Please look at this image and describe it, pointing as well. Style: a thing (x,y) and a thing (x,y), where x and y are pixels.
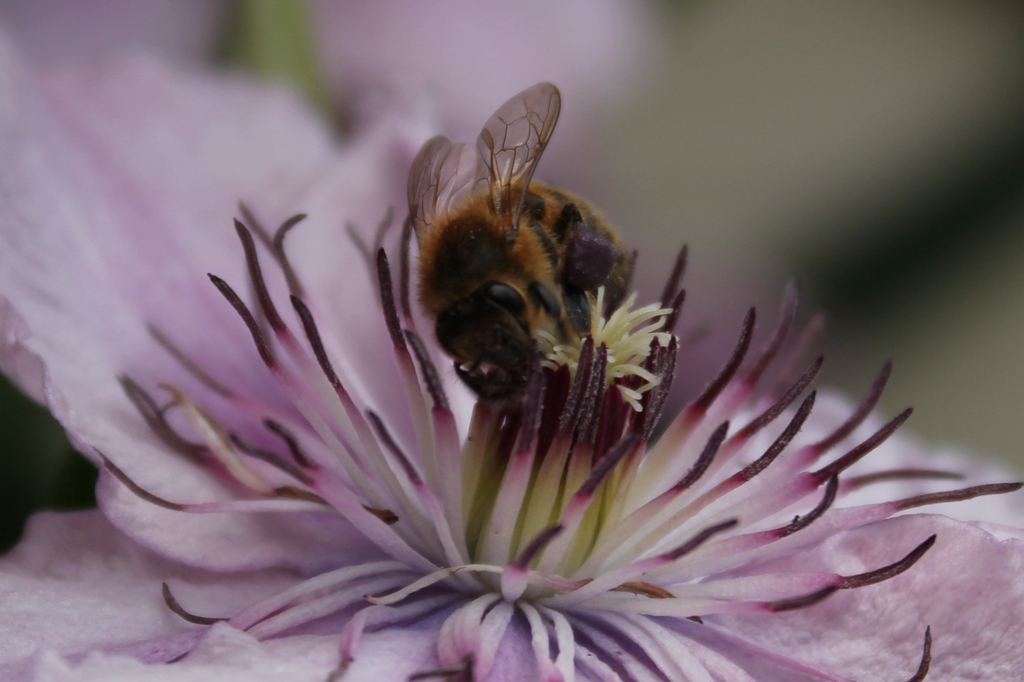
In this image we can see an insect (482,314) on the flower (621,369), and the background (649,197) is blurred.
